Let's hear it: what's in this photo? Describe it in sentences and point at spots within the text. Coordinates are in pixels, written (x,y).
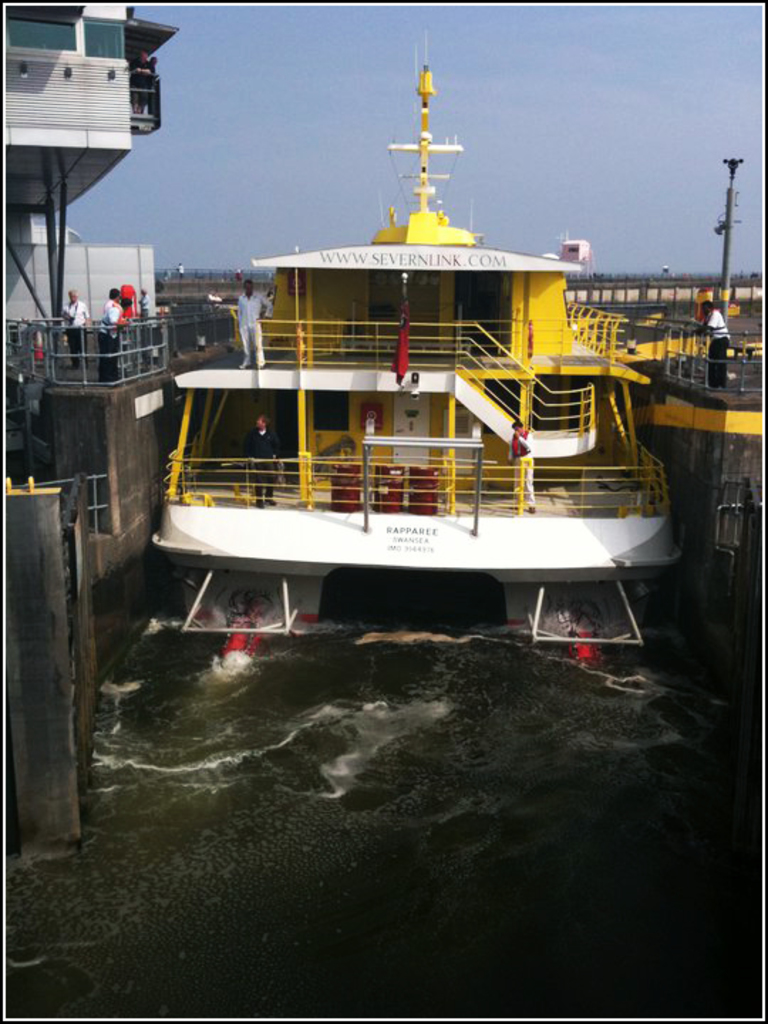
In this picture we can see ship (560,535) are in the water (534,782), beside we can see the building (43,175), few people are standing on it.
